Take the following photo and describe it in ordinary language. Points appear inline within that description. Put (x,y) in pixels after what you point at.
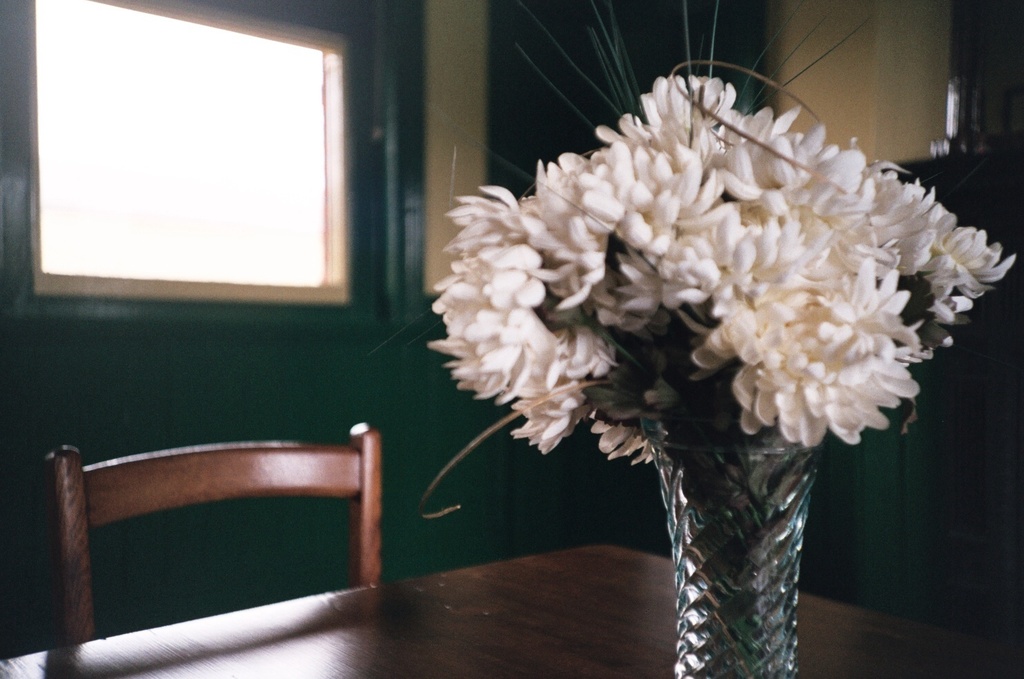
In the middle (530,243) there is a table (408,630) on that there is a flower vase (765,572), In front of the table (507,643) there is a chair (115,486). In the background (289,189) there is a window (138,190) and wall (858,91).
